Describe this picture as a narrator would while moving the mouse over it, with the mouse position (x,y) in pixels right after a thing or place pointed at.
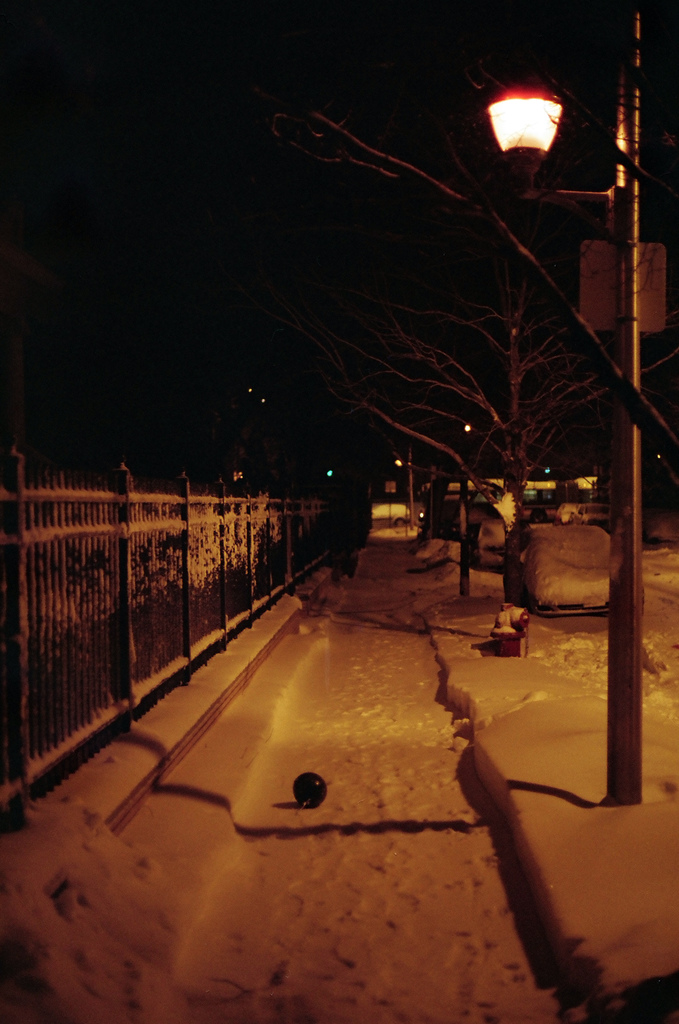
In this image, I can see the snow (365,737). This looks like a street light (524,185). On the left side of the image (109,694), I can see iron grilles (78,667). These are the trees (465,419) with branches (528,441). This looks like a vehicle (537,552), which is covered with the snow (563,563).
